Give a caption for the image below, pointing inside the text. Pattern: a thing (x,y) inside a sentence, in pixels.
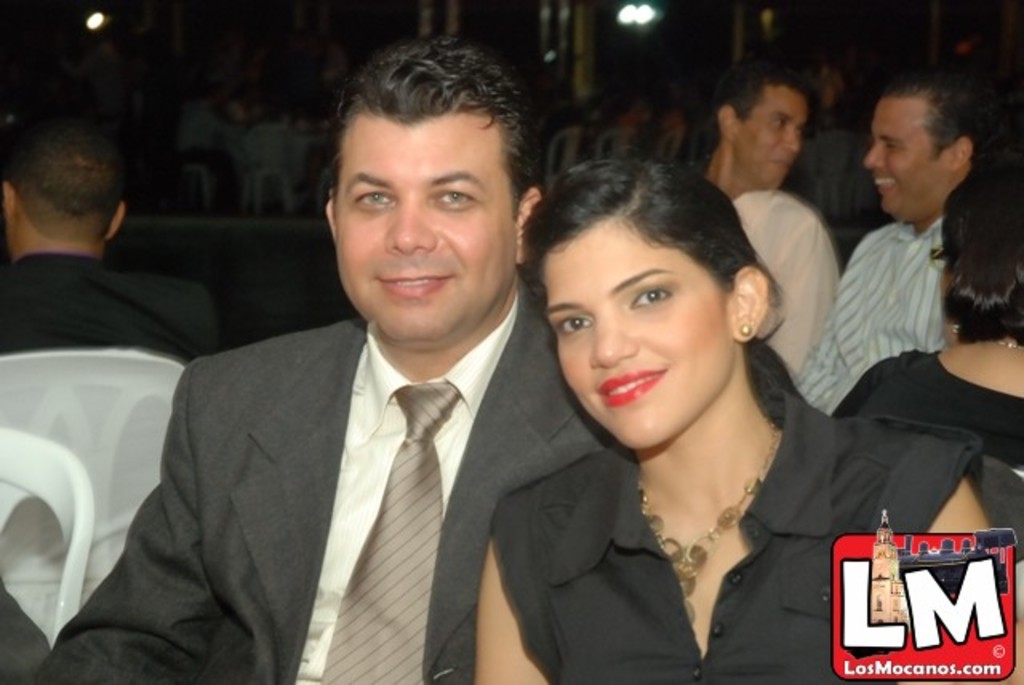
In this image I can see a woman (683,401) wearing black colored dress (829,581) and a man (429,306) wearing shirt (395,419), tie (403,494) and blazer (285,471) are sitting on chairs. In the background (3,500) I can see few chairs (18,491) which are white in color, number of persons (76,217) sitting on chairs (54,388) and few lights (631,19).
